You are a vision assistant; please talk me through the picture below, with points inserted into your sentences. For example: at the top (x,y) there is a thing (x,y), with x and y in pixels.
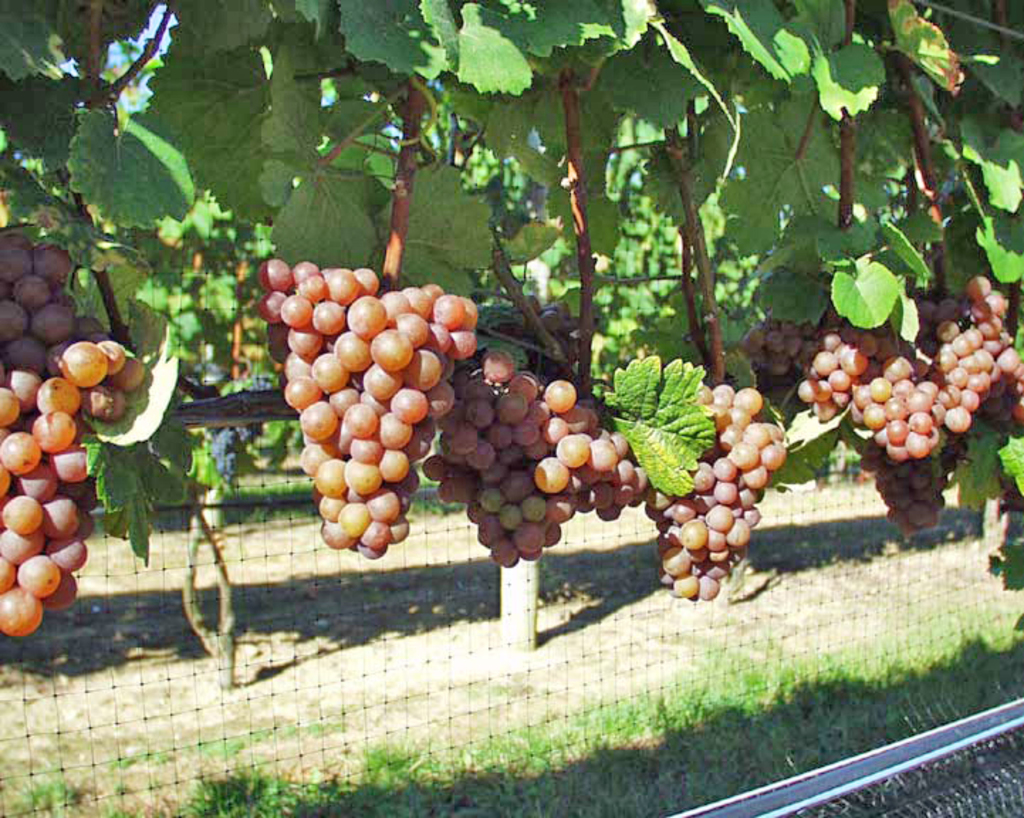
In the center of the image (476,470) there are grapes (917,483) to the tree (484,247). In the background (350,596) there is a net (295,620) and trees (221,477).
